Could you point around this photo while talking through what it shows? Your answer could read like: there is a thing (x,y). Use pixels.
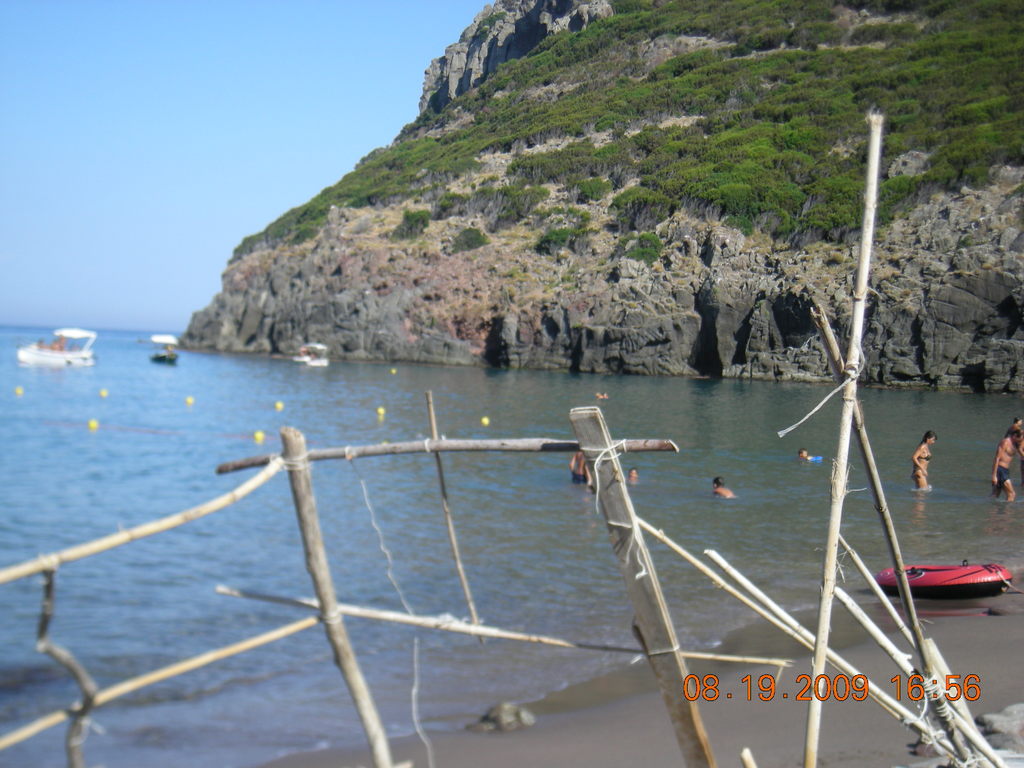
Here in this picture we can see water (477,599) covered over the place and we can see boats (49,359) present in it and we can see people (923,452) swimming in the water (874,500) and on the right side (709,163) we can see mountains (735,198) that are covered with grass (745,104) and plants (756,140) and in the front (98,565) we can see railing (812,763) present and we can see the sky (255,90) is clear.
